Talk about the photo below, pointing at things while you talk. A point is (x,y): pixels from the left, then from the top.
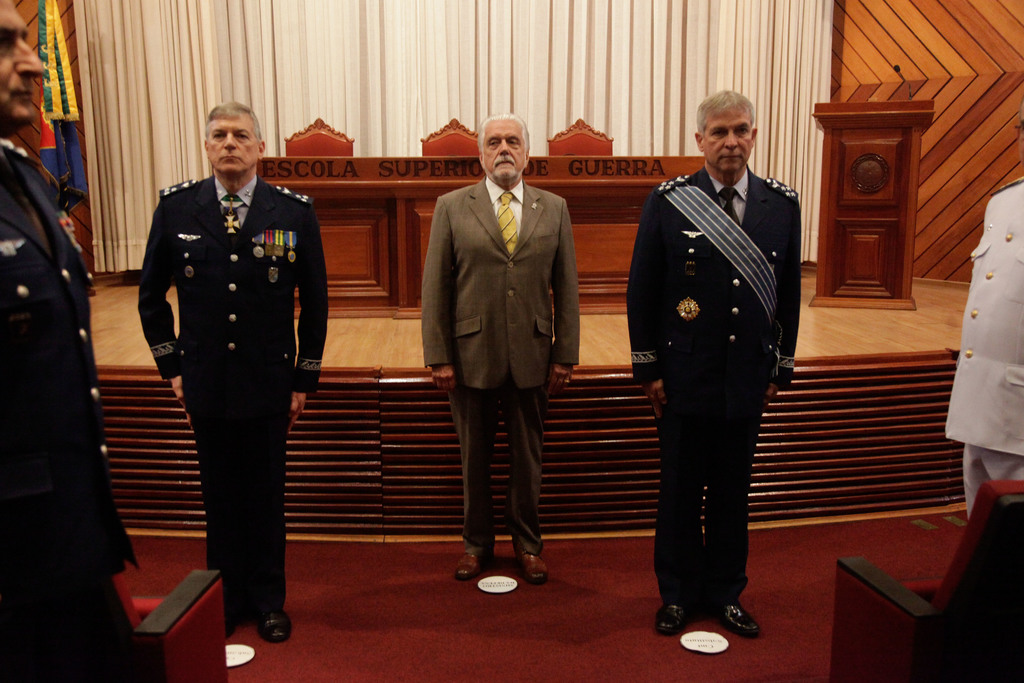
In the image in the center (467,232) we can see few people (700,261) were standing in attention and we can see two chairs (217,625) and white color objects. In the background (993,30) we can see wood wall (872,72), table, chairs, microphone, wood stand (826,113), flag (59,61), curtain (688,22) and few other objects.
